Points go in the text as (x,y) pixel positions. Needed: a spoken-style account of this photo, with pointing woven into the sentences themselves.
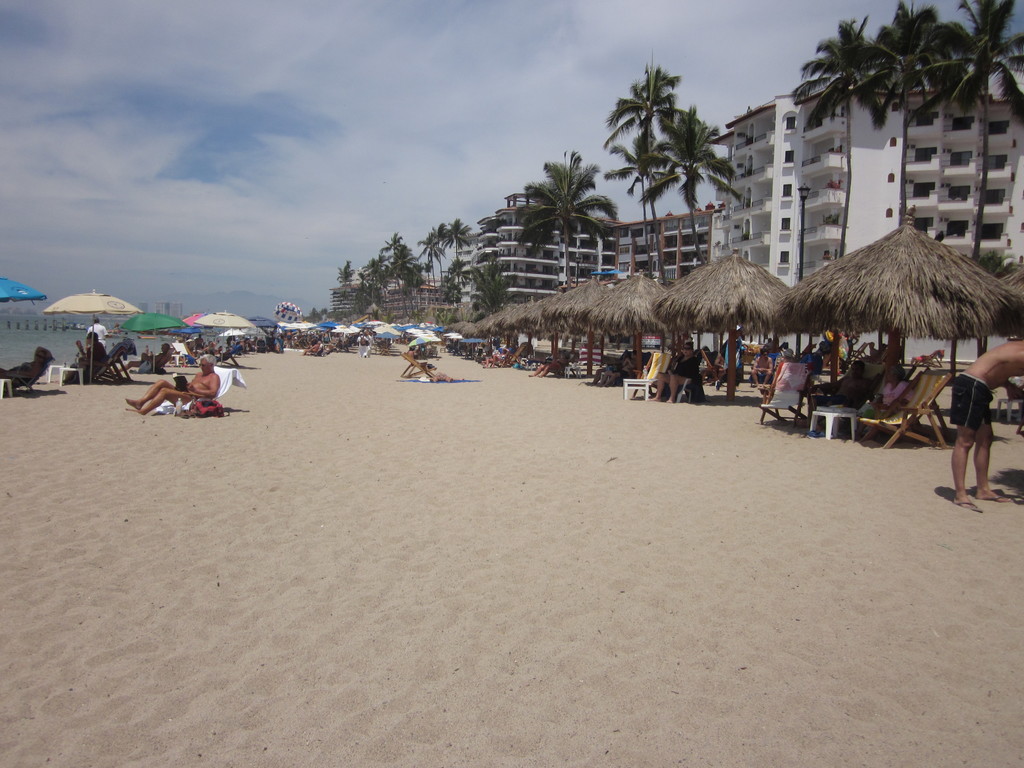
In this image there is the sky (301,119), there are clouds (418,82) in the sky (323,111), there is a sea (6,335) truncated towards the left of the image (37,336), there are umbrellas (216,314), there is an umbrella (23,290) truncated towards the left of the image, there are persons (166,364) sitting, there are chairs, there are trees (915,50), there are buildings (645,252), there is a tree (987,86) truncated towards the right of the image (984,57), there is a building (1005,157) truncated towards the right of the image (919,136), there is sand (314,527), there is a person (968,375) truncated towards the right of the image (983,455).
